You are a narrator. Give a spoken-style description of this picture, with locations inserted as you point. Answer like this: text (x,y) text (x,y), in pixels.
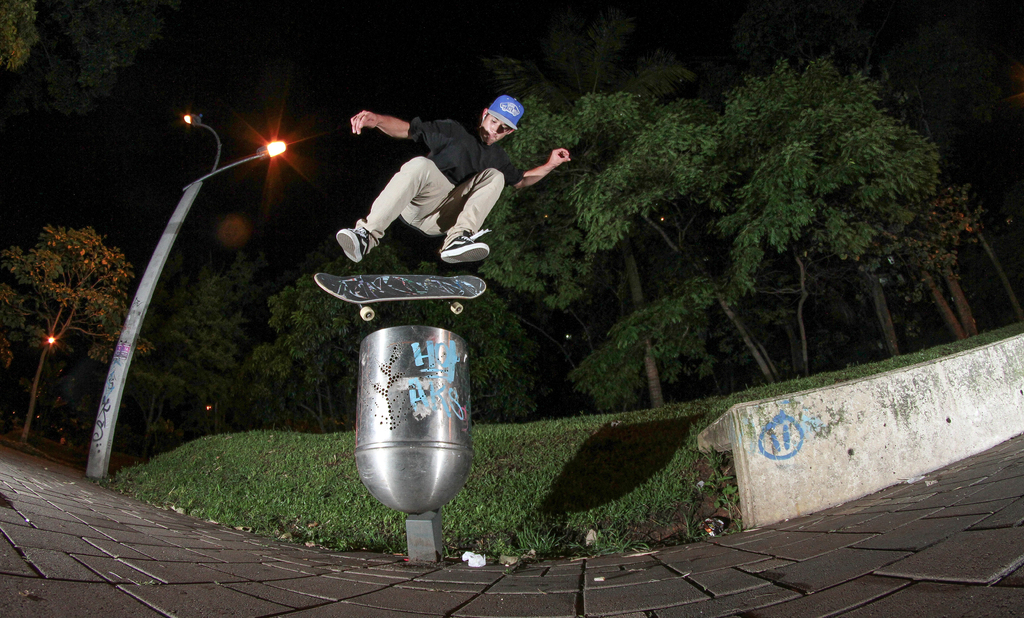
This image consists of a man (460,236) skating. He is in the air. At the bottom (467,445), there is a dustbin (452,436). In the background (794,94), there are many trees (732,240). On the left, there is a pole (175,211) along with the lights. At the bottom (552,596), there is a pavement (712,582).
